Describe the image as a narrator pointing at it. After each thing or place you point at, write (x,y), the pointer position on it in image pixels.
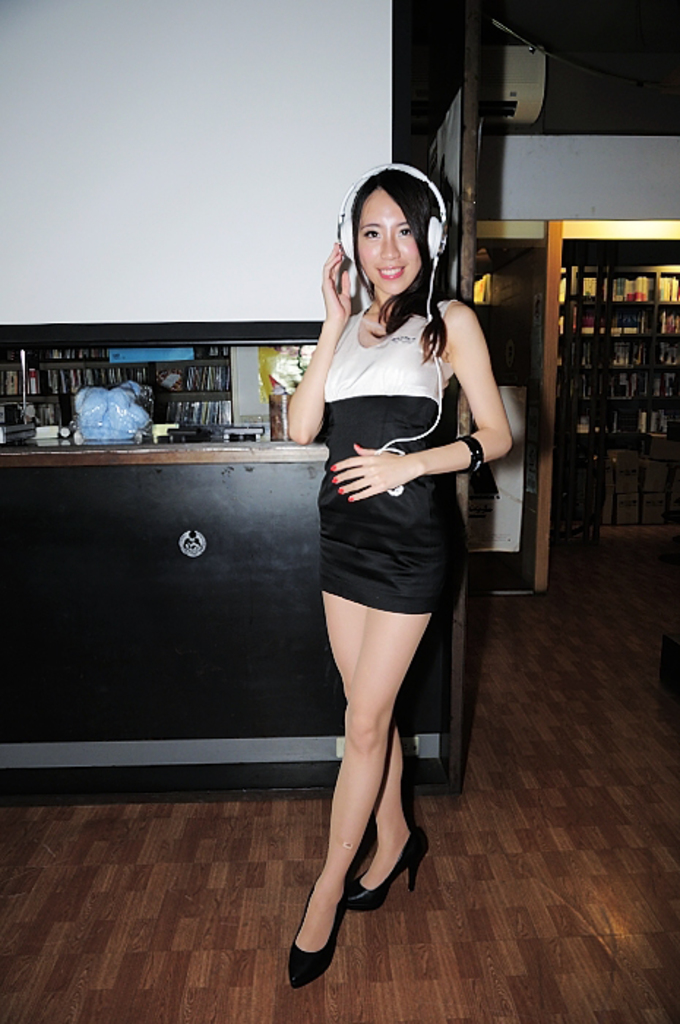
In this image in the center (365,571) there is one woman (353,456) standing, and she is wearing a headset (342,217). And in the background (590,272) there are some shelves (586,361), in the shelves (581,305) there are some objects (561,289) and there is a wall (592,210), cupboards (616,306), boxes (654,471). And at the bottom (447,870) there is floor (525,660).
